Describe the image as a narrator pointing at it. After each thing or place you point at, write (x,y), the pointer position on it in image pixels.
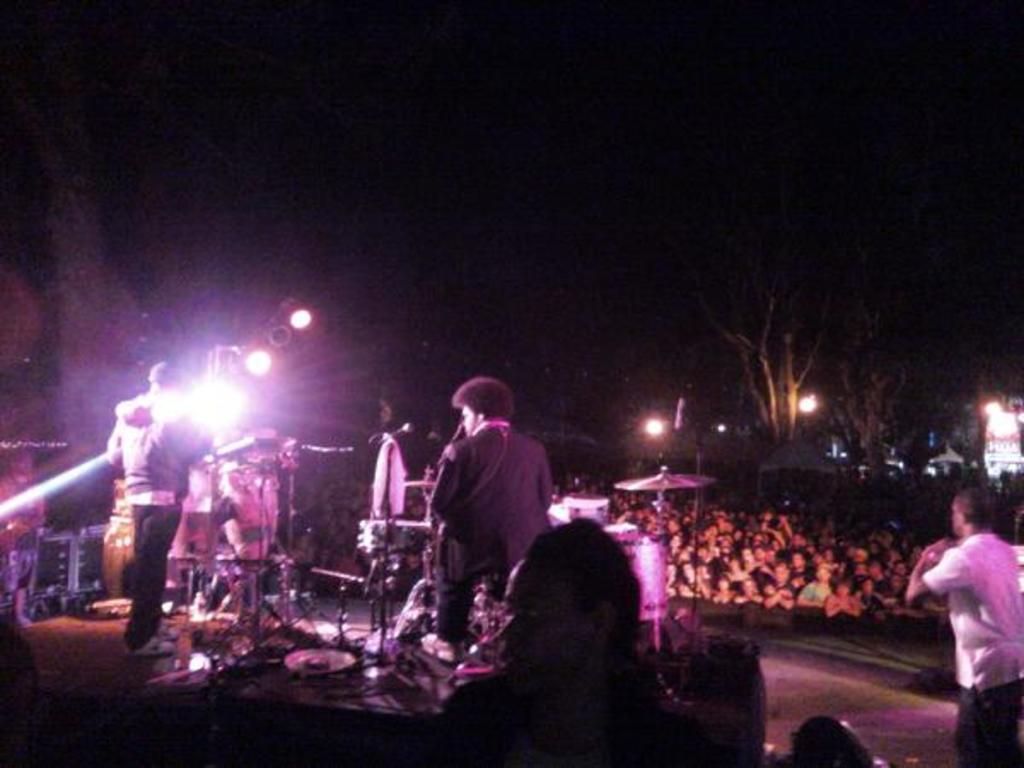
There are persons (524,480) standing on a stage (123,626) on which, there is a person (579,711), there are musical instruments (245,467) and speakers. On the right side (967,522), there is a person (999,621) in white color t-shirt (1000,598) standing. In the background (903,529), there are persons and lights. And the background (736,433) is dark in color.
